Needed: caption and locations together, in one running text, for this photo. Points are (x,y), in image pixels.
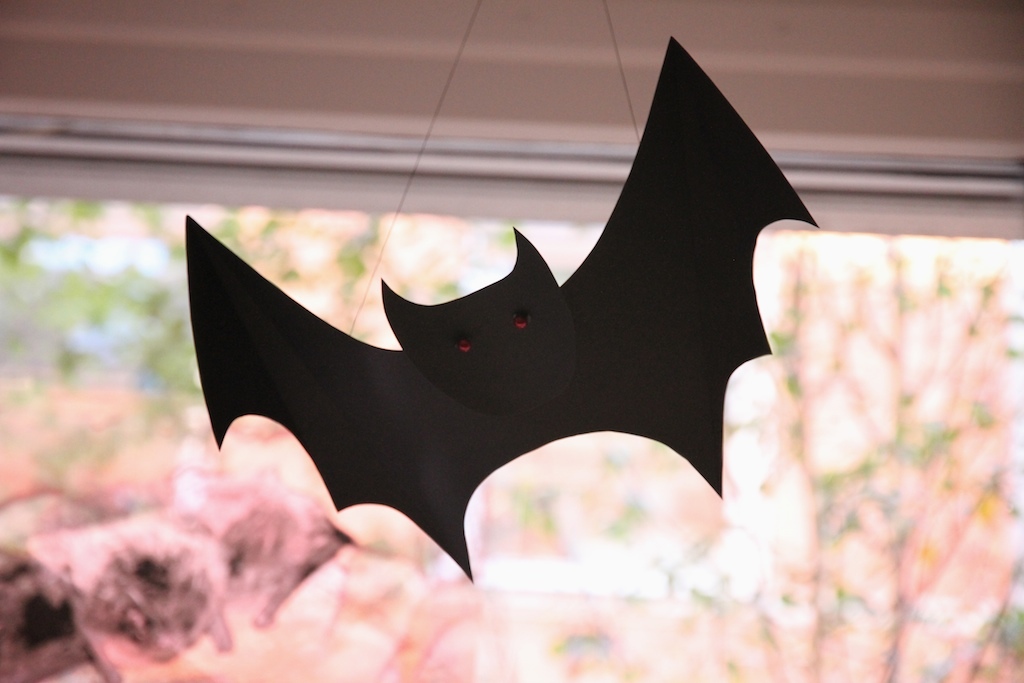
In the foreground (205,380) I can see a paper bat (193,309) hanged on a rooftop (631,16) and plants (534,537). At the top (338,75) I can see a rooftop (345,105). This image is taken may be during a day.
